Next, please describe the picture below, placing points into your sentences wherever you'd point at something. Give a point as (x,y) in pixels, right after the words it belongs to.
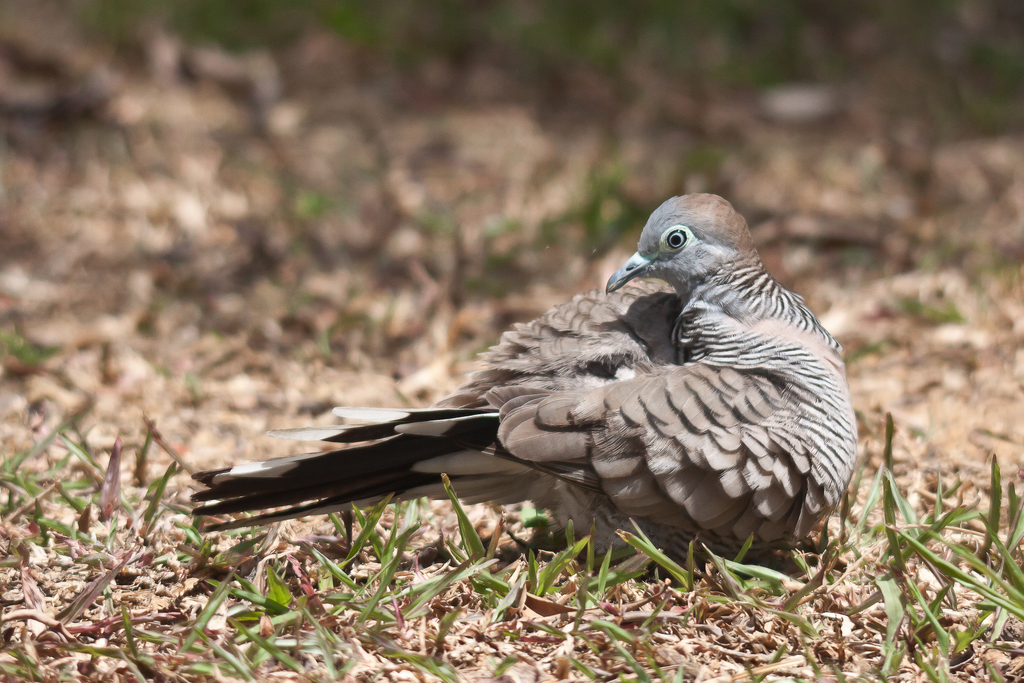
This image is taken outdoors. At the bottom of the image (418,593) there is a ground (870,562) with grass (908,560) on it. In the middle of the image (424,455) there is a bird (712,413) on the ground (44,646).
